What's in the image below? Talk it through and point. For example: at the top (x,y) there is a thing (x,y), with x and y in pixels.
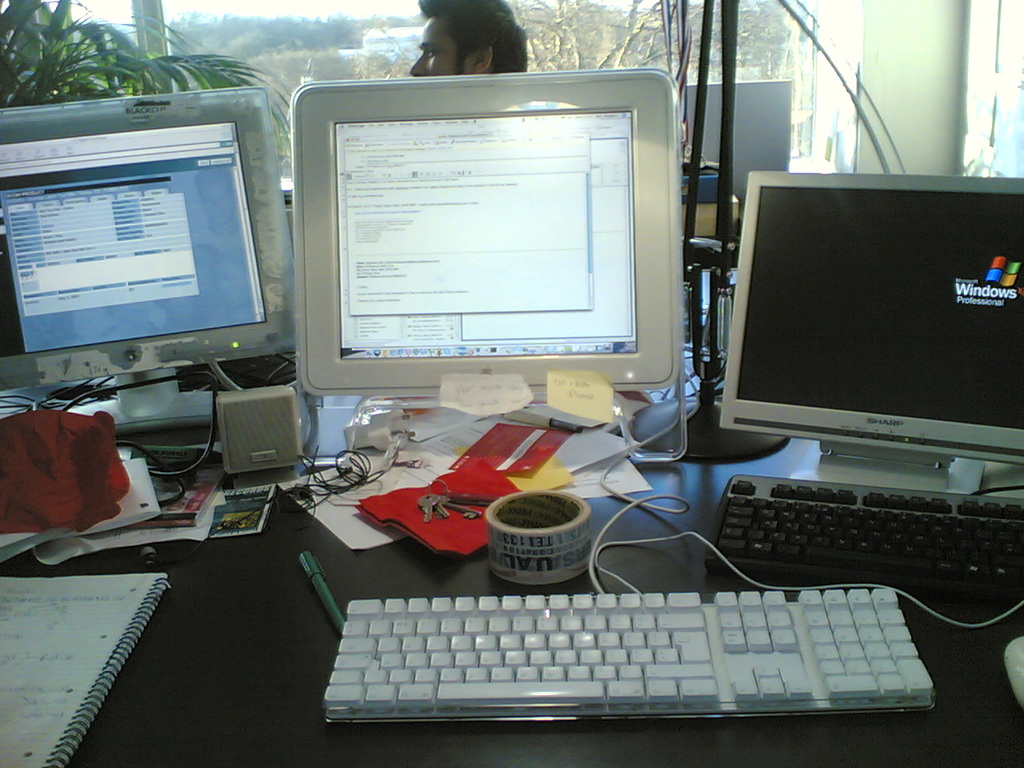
In this picture there are three computers (554,309). There is a keyboard (399,617), pen (324,597), tape (513,508), keys (451,507), book (91,610), red cloth (76,524), wire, paper (426,446), stand (643,457) on the table (514,583). There is a mouse (1023,660). There is a person (469,48). There is a plant (114,59) and some trees (534,57) at the background (594,66).
